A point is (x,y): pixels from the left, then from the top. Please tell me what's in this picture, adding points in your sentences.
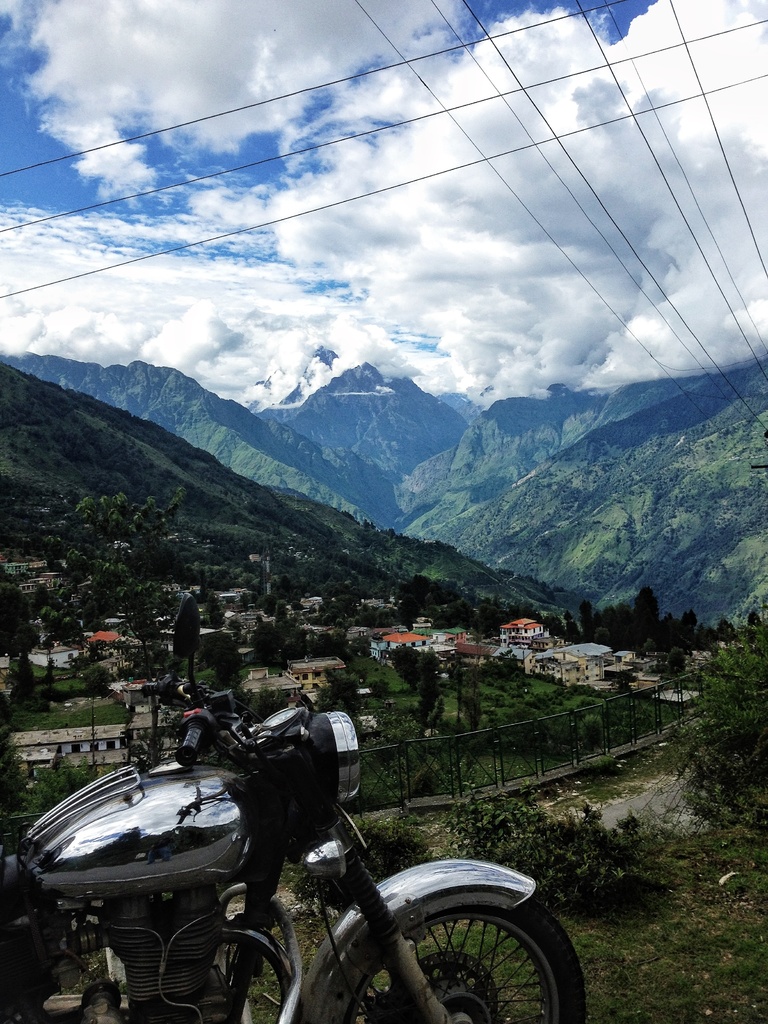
In the foreground of this image (275,898), at the bottom (275,898), there is a motor bike (228,898). In the background (300,698), there are buildings (255,624), trees (321,621), fencing (579,723), mountains (293,447), sky (162,151), cloud (399,216) and the cables (651,151).
